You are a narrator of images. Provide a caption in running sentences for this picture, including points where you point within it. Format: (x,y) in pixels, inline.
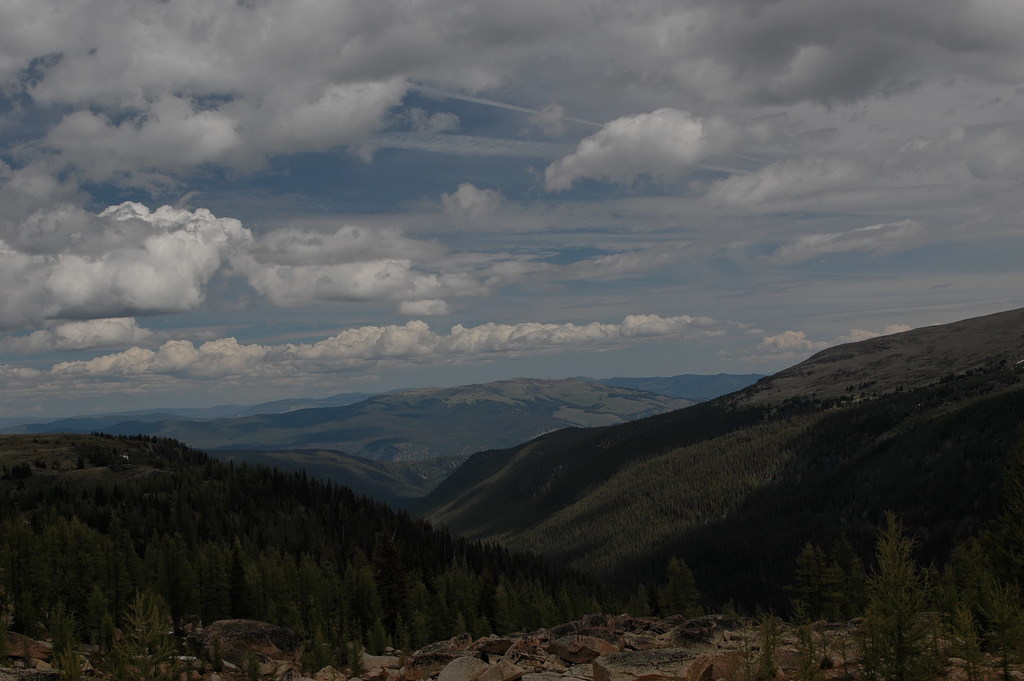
In the image there are mountains (464,476) and plants (390,578).
